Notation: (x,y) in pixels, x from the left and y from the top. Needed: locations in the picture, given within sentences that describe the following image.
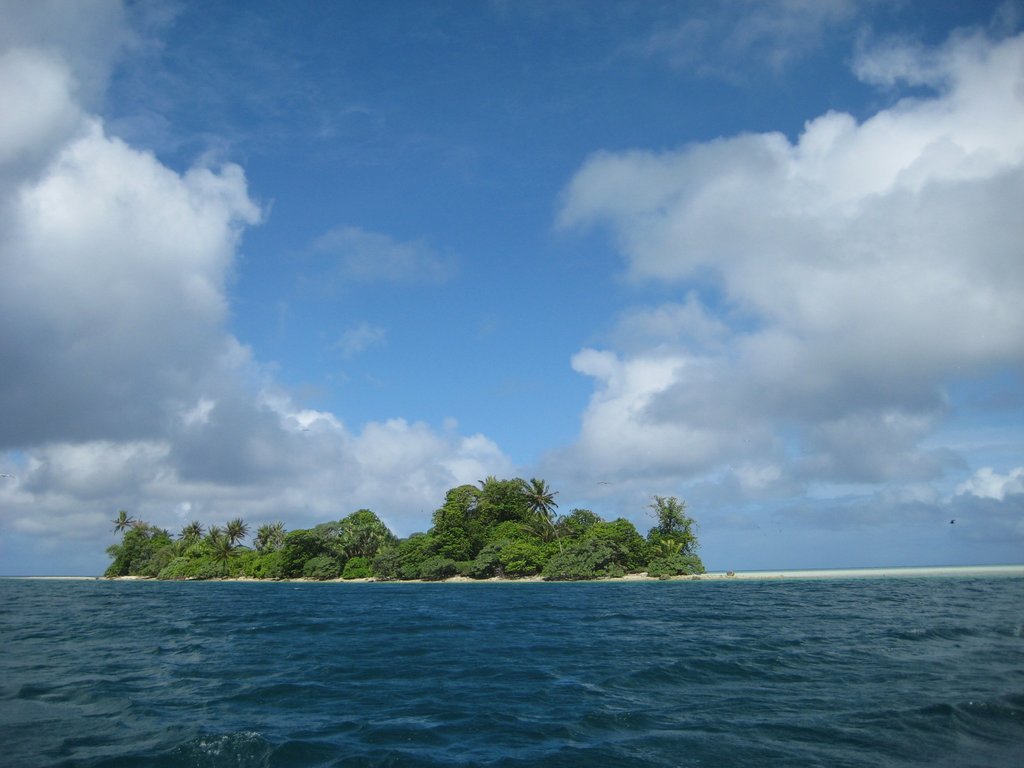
This is the picture of a sea (28,611). In this image there are trees (573,560) on the island (522,559). At the top (489,181) there is sky (481,221) and there are clouds (607,204). At the bottom (607,683) there is water (668,684).
